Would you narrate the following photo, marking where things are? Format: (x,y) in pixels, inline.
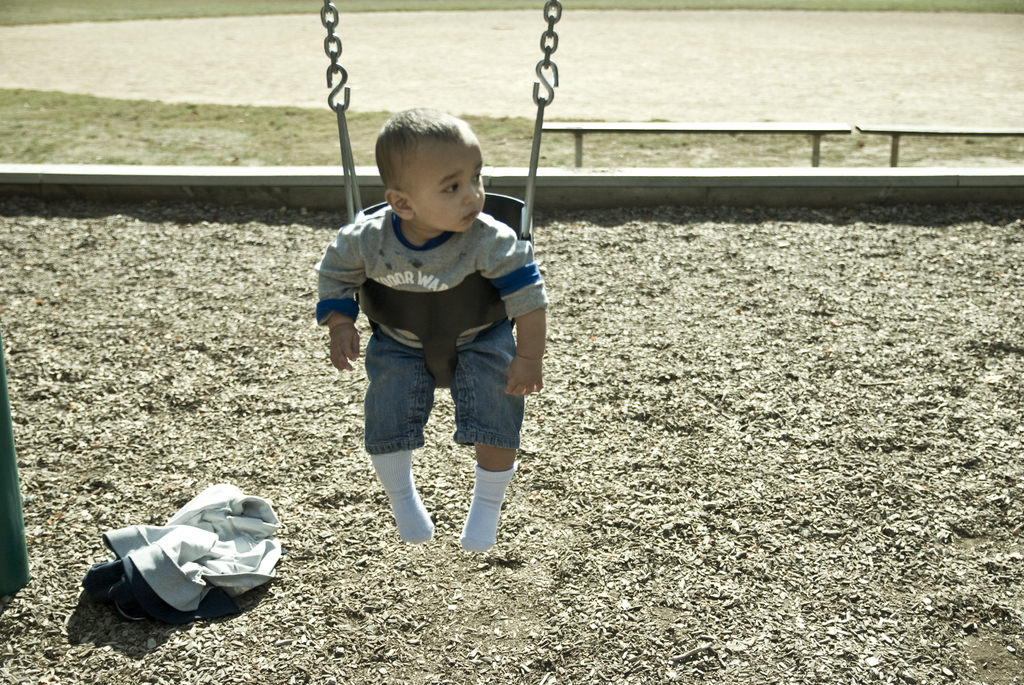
In this image we can see a kid (419,242) sitting on the swing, there is a pole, benches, and a jacket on the ground (43,495).
